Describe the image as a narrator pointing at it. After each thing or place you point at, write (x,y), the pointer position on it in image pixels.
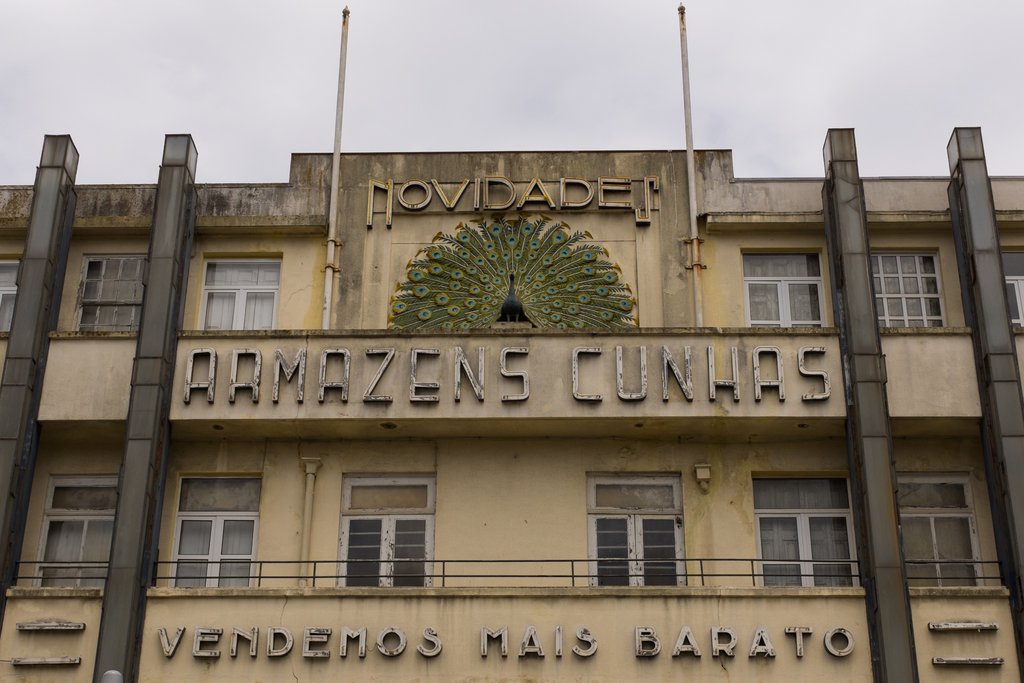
In this image I can see a building (457,425), pillars (1006,558), windows (596,490), board (492,408), wall painting (440,292), pole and the sky (506,5). This image is taken may be during a day.
